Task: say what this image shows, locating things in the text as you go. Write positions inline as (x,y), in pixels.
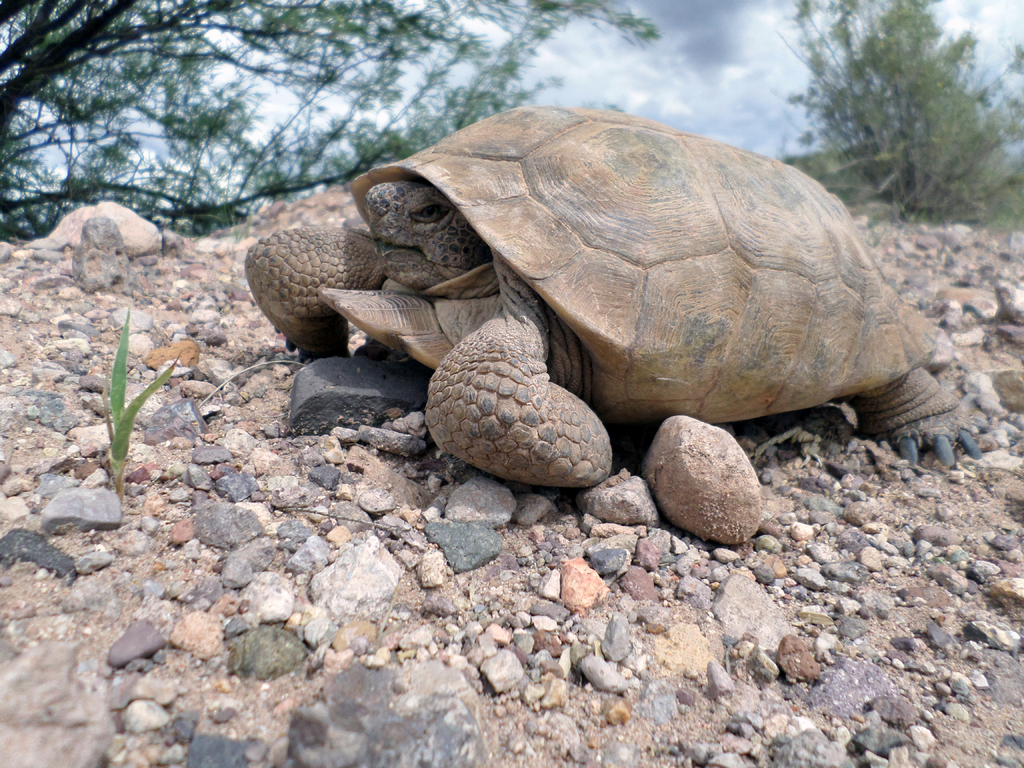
In this image we can see one tortoise (491,392) on the ground (669,551), some rocks (738,515) on the ground (145,483), one plant (120,382), some trees (994,171) and grass (1014,208) on the ground (504,749). In the background (724,47) there is the cloudy sky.
